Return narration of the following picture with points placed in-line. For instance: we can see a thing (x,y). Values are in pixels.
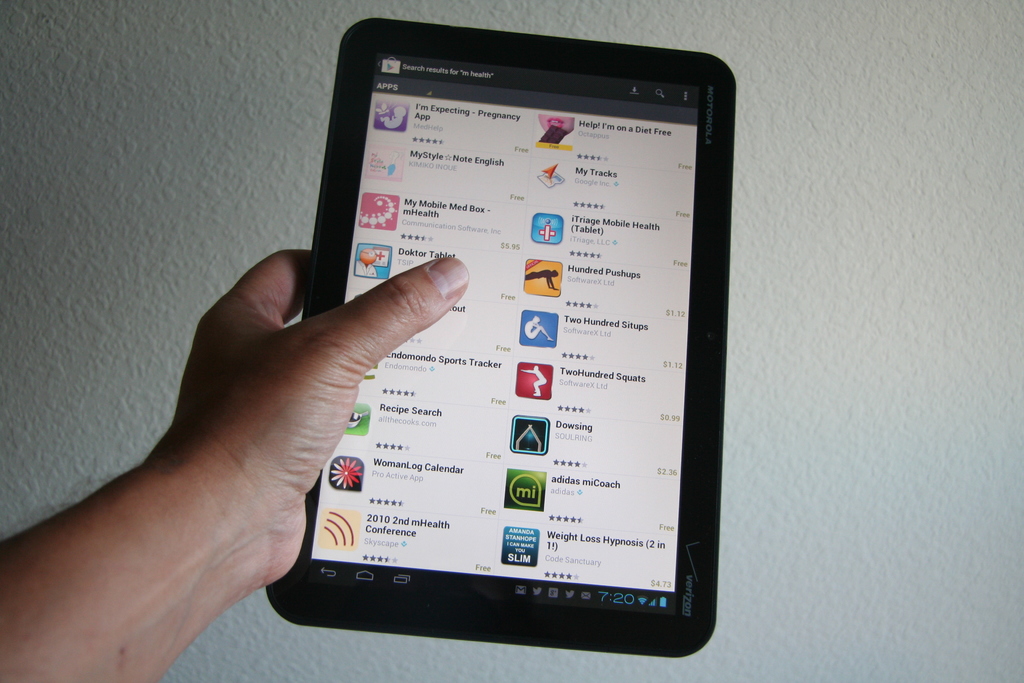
In this image I can see a human hand (230,516) holding an electronic gadget (449,401) which is black in color. I can see the white colored wall (221,95) in the background (776,237).
